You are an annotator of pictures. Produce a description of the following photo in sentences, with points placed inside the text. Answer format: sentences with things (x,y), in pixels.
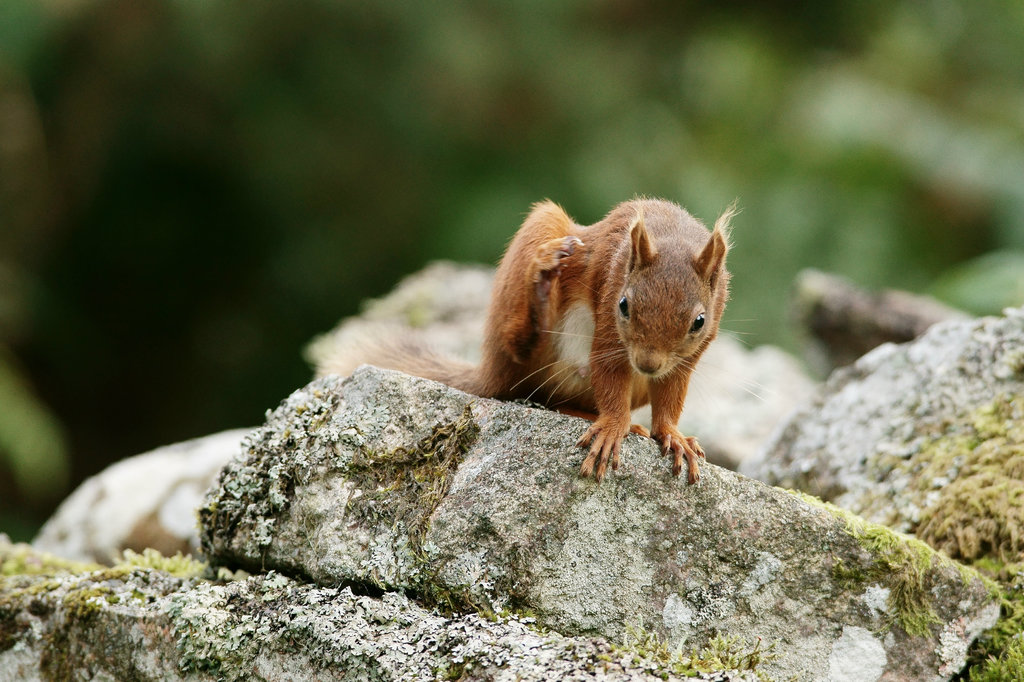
In this picture we can observe a brown color squirrel (588,348) on the rock (549,518). There are some rocks (171,578) in this picture. The background (739,147) is completely blurred.
